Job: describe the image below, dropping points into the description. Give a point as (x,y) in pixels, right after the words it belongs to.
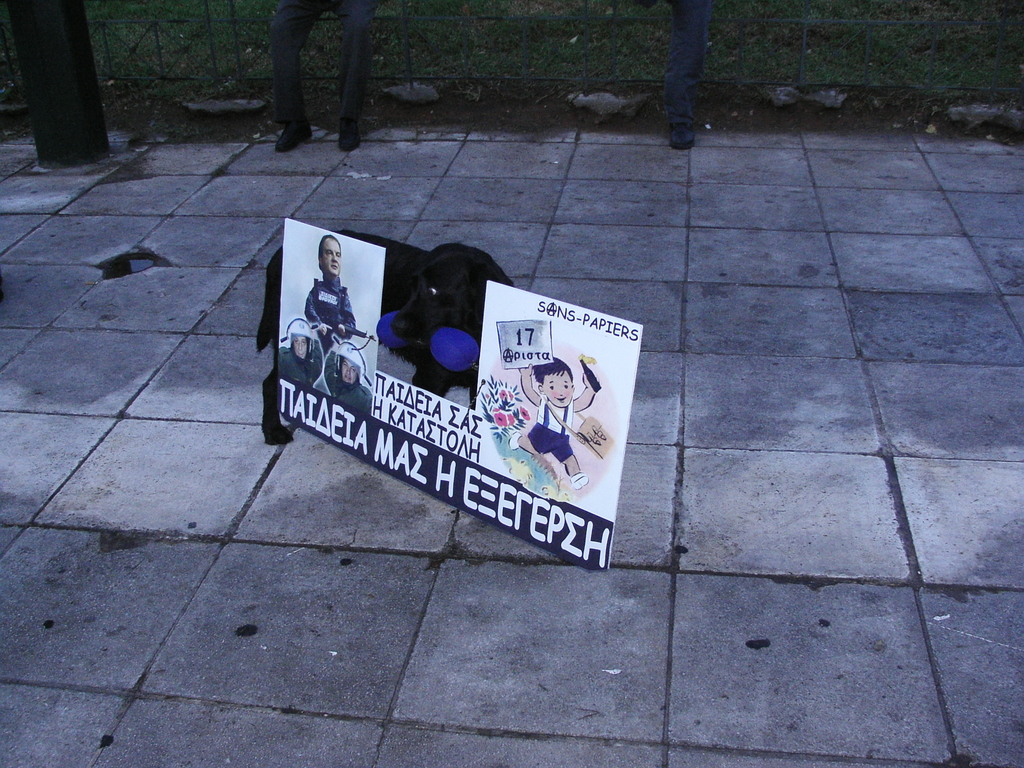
In this image I can see a dog (456,300) which is black in color is standing and holding a blue colored object (457,344) in its mouth (435,317). I can see a banner (343,337) in front of it. In the background (342,34) I can see few human legs (365,41), a pole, the fence (394,56) and some grass (384,61).
